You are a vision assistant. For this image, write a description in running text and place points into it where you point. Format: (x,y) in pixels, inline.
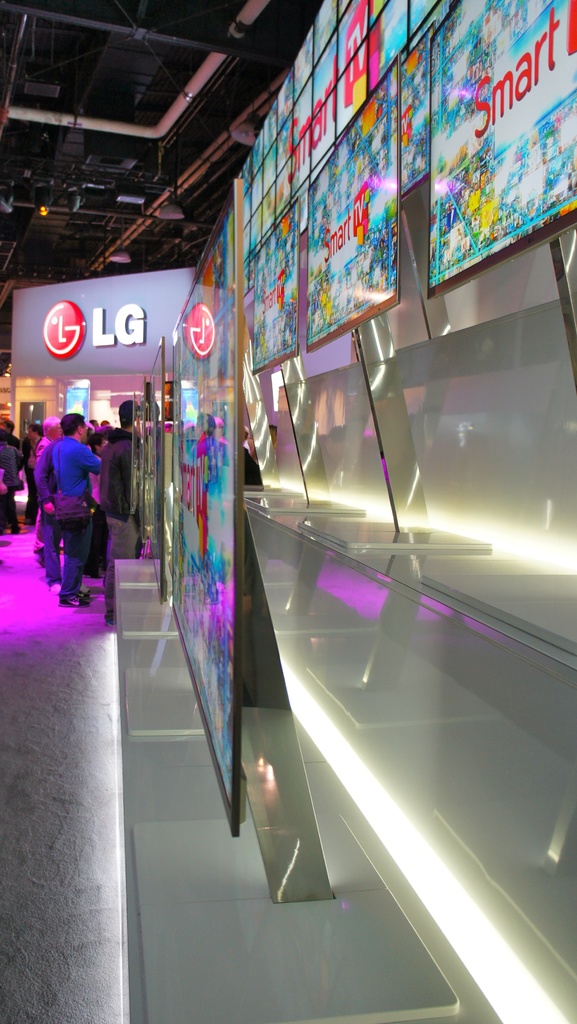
In this image we can see group of people (127,413) are standing, there are the televisions (255,359), there is the light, at above here is the roof (128,172).
